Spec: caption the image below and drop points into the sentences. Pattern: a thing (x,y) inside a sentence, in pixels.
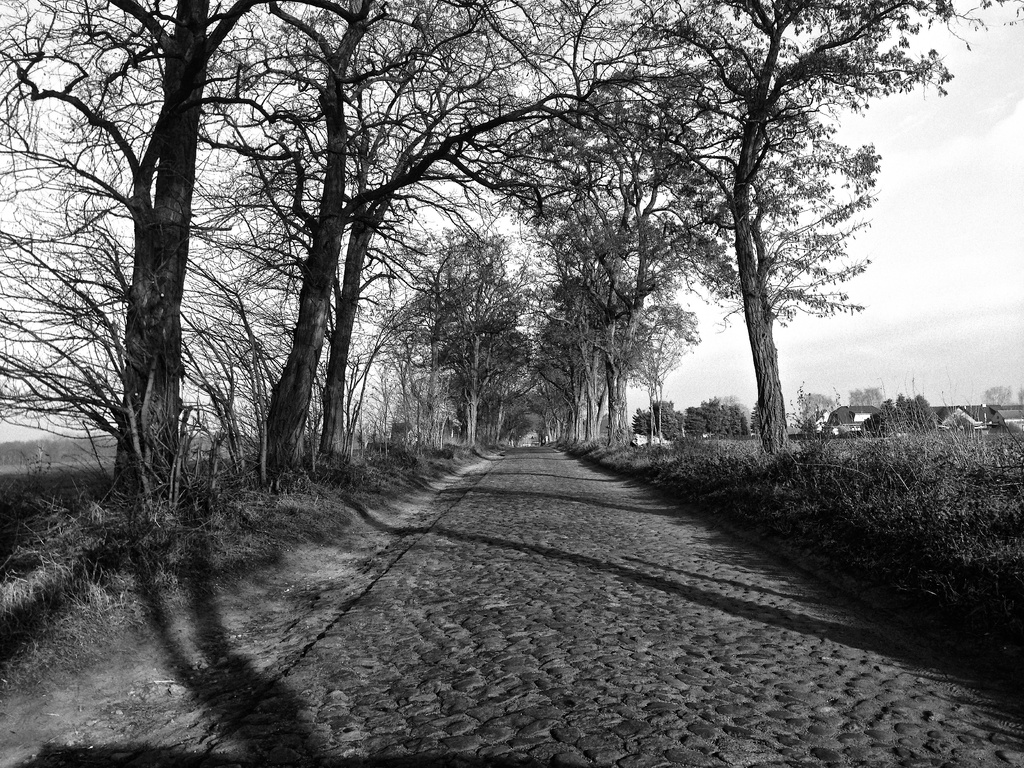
In this image there is the sky (919,166) towards the top of the image (939,170), there are trees (160,214), there is a walking path (526,548) towards the bottom of the image (524,525), there are plants (50,564) towards the left of the image (107,558), there are buildings (956,419) towards the right of the image (1001,419).
